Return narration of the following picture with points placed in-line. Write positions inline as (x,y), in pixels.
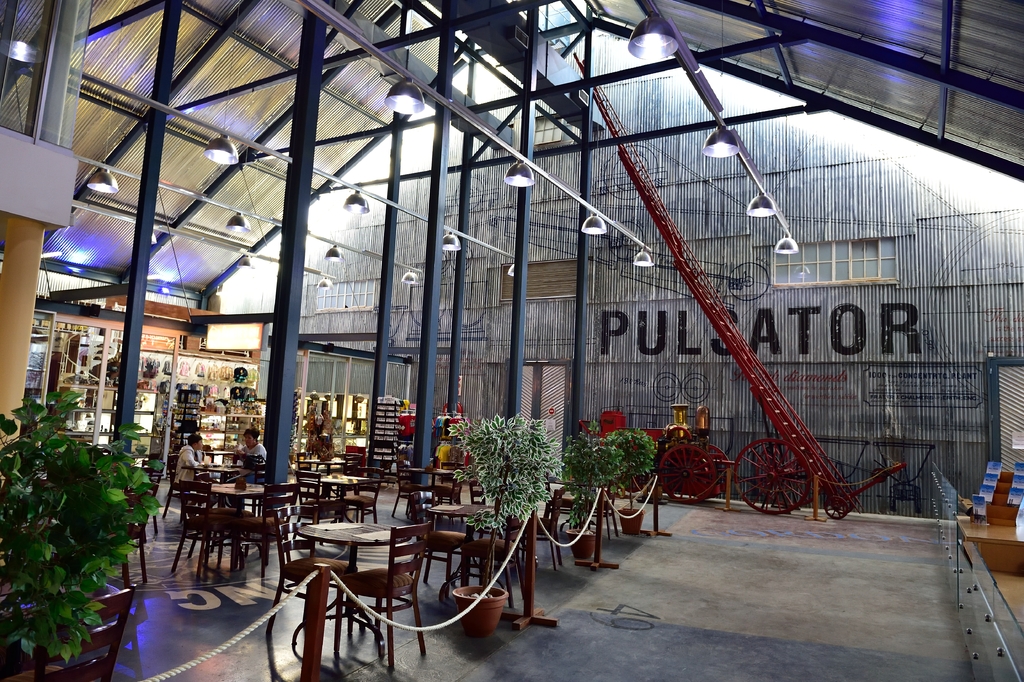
In this image I can see few metal poles (309,165), few lights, few plants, few chairs (316,554), few tables (353,477), the glass railing (953,555), few wheels (801,479) and two persons (192,476) sitting on chairs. In the background (159,378) I can see few objects (180,406) in the racks (177,388), the ceiling (193,159) and few lights (230,147).
